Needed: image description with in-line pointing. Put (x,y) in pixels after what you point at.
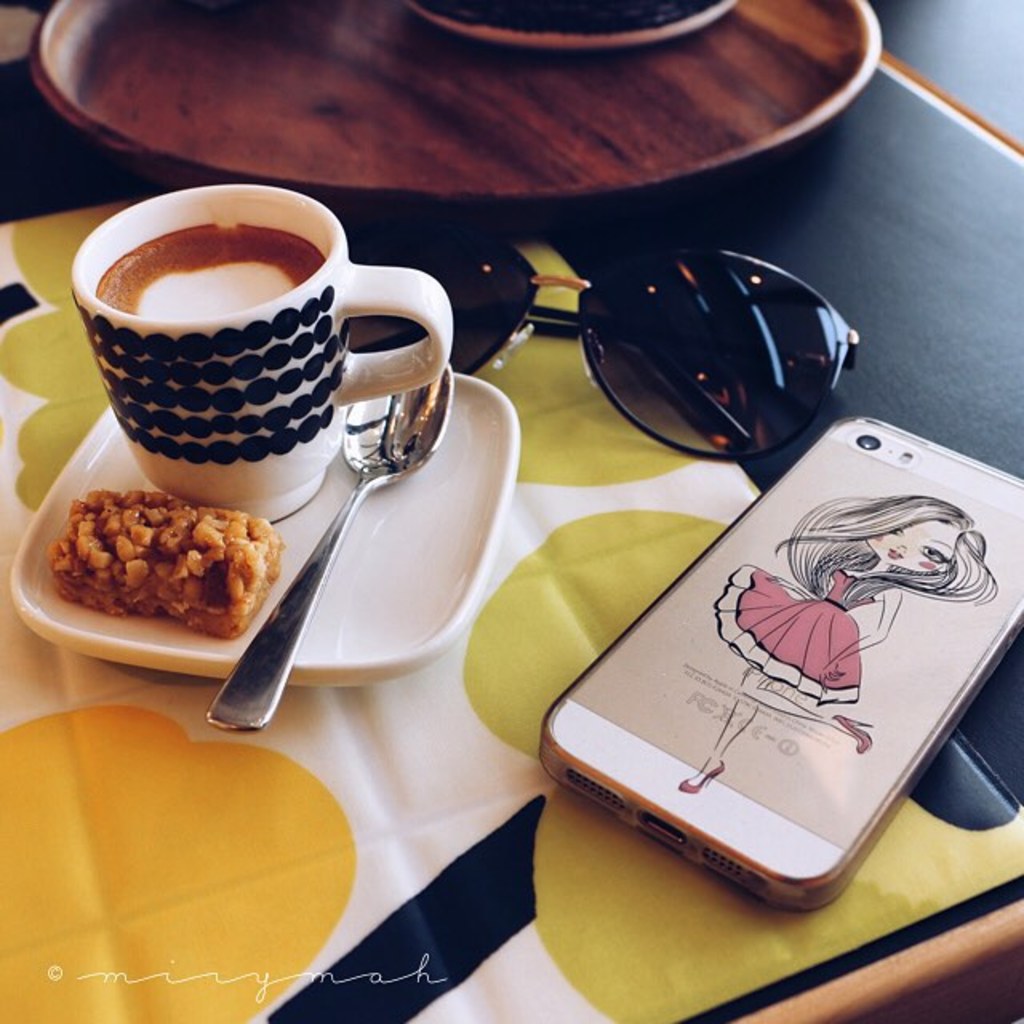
The picture consists of one mobile (709,694), sunglasses (716,381), cup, saucer (357,584) and a spoon (307,573) and a bar (173,596) and napkin (393,742) and plate (487,122).
